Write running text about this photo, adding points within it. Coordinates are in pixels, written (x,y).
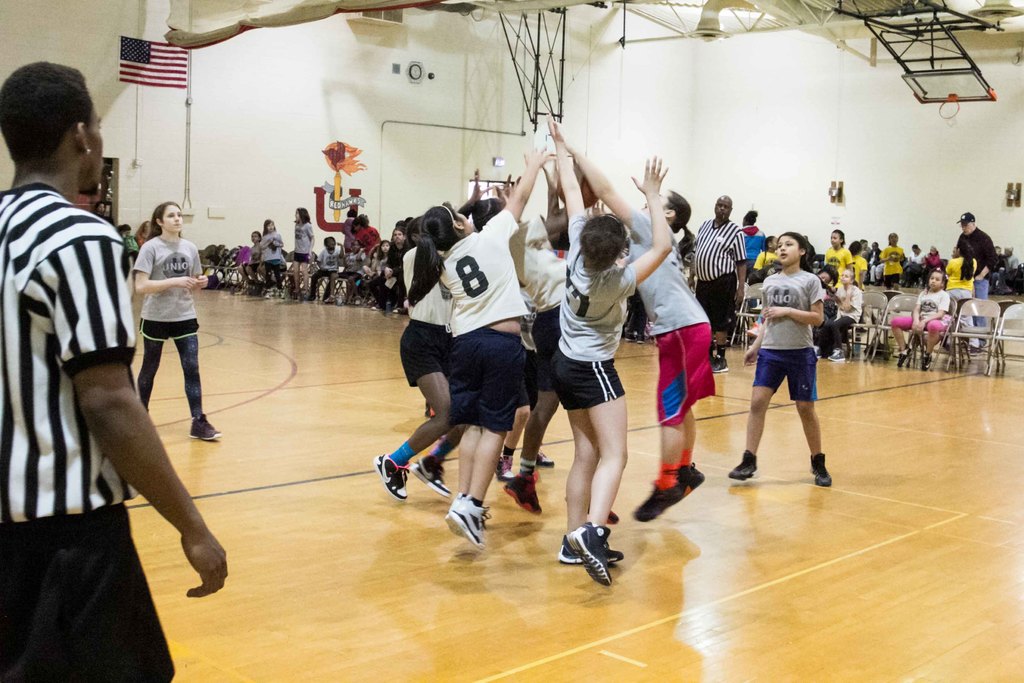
In this image on a ground (475,579) players (451,349) are playing. It is looking like they are playing basketball. In the background (753,240) on chairs (893,301) many people (931,304) are sitting, few (367,243) are standing. Here is the goal post (947,110). On the wall (240,89) there is flag (182,80).
